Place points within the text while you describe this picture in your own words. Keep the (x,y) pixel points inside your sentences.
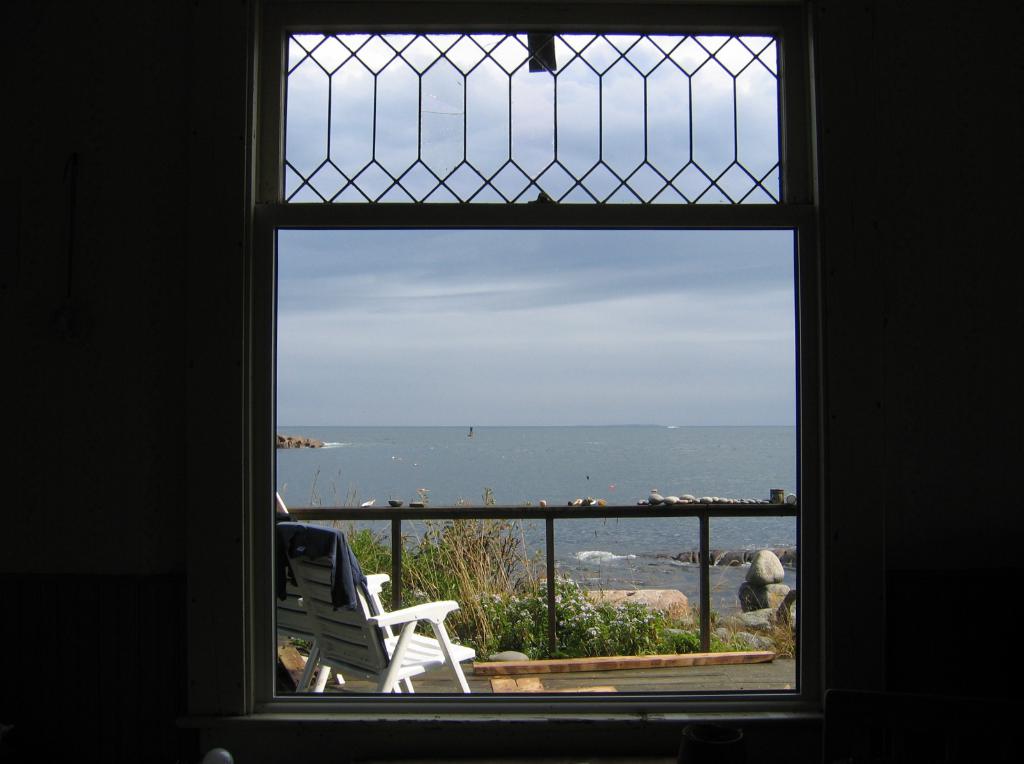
It is a window (653,368), outside this there is a chair (422,644) which is in white color and this is water (520,449), at the top (394,103) it's a sky (544,332).
